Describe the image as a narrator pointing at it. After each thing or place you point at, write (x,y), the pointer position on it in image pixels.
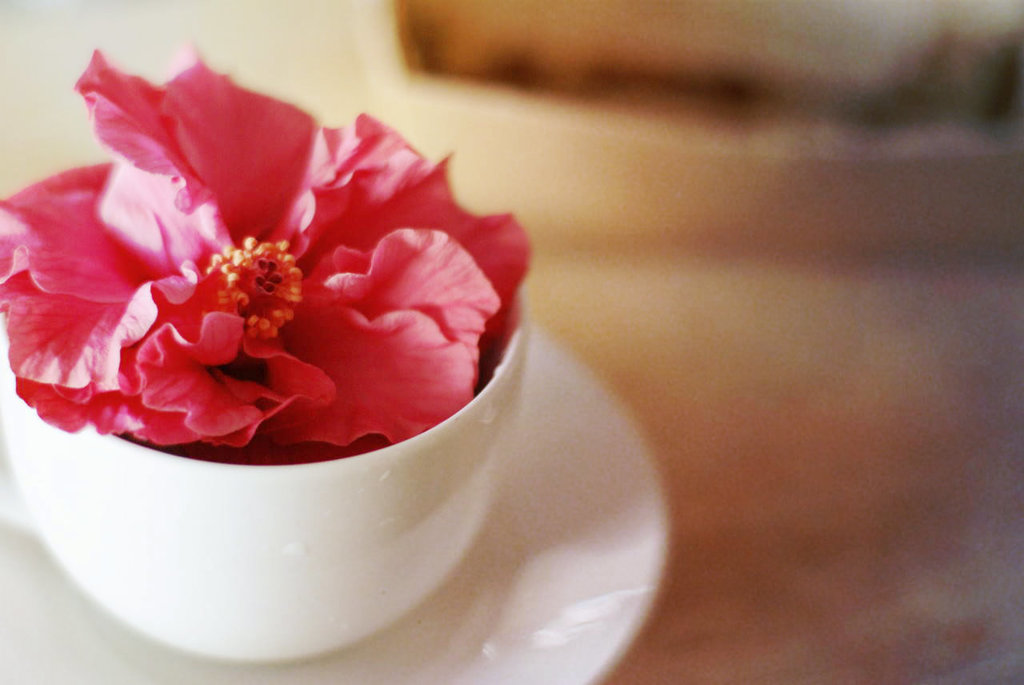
In this image I can see the flower (188,334) in the cup (251,545). I can see the cup (268,545) is on the saucer (479,605). I can see the blurred background (771,345).
